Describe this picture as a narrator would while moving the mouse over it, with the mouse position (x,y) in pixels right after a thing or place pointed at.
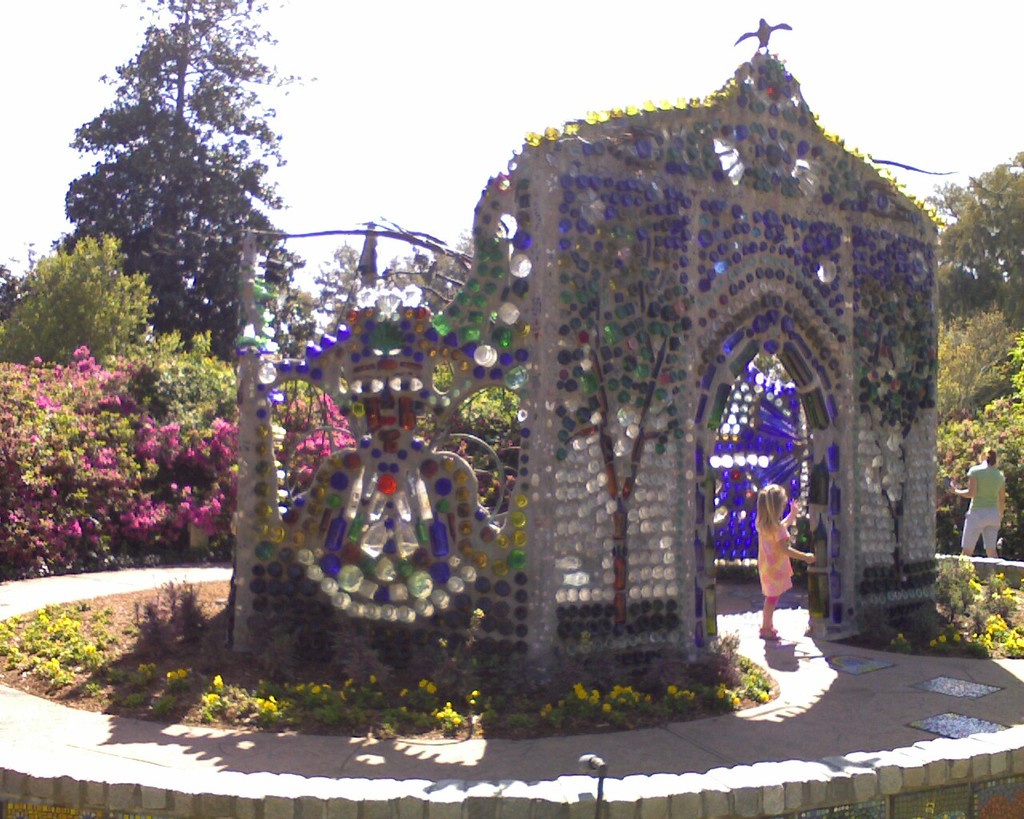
In this image in the front (605,497) there's grass (361,688) on the ground (94,621) and there is a structure (640,434). There are persons (774,568) standing. In the background (180,397) there are flowers (145,435) and trees (1012,365).
